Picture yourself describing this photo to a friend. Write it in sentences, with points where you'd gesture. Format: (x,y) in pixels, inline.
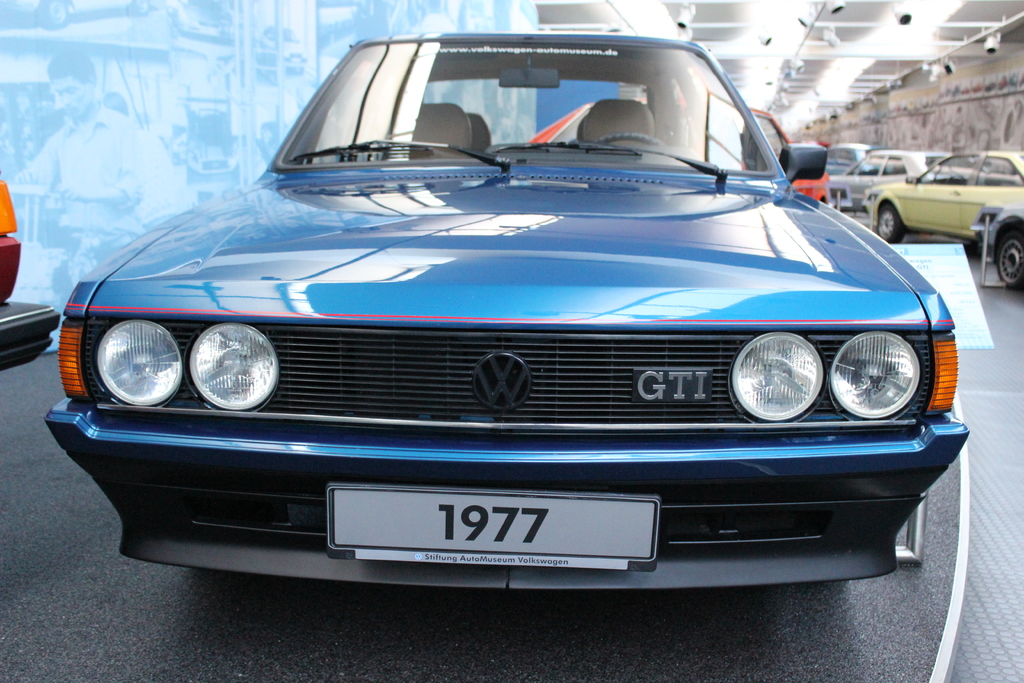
In this picture we can see cars (645,469) on the floor (1002,405), screen (63,86), wall (1001,125), lights (902,7) and on this screen (47,90) we can see two people (87,128) and some objects (222,66).
